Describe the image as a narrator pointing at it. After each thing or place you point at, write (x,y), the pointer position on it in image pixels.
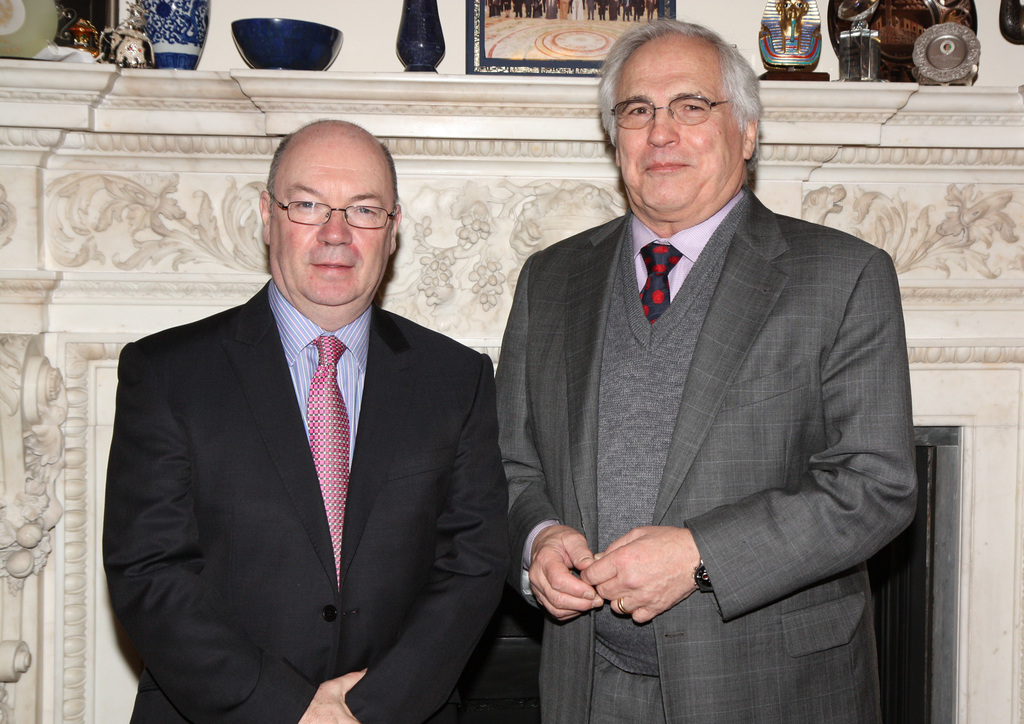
Here a man (299,169) is standing he wore a black color coat (377,571) beside him there is another man (786,484), who wore a coat (729,605) behind them it's a wall (938,170).
